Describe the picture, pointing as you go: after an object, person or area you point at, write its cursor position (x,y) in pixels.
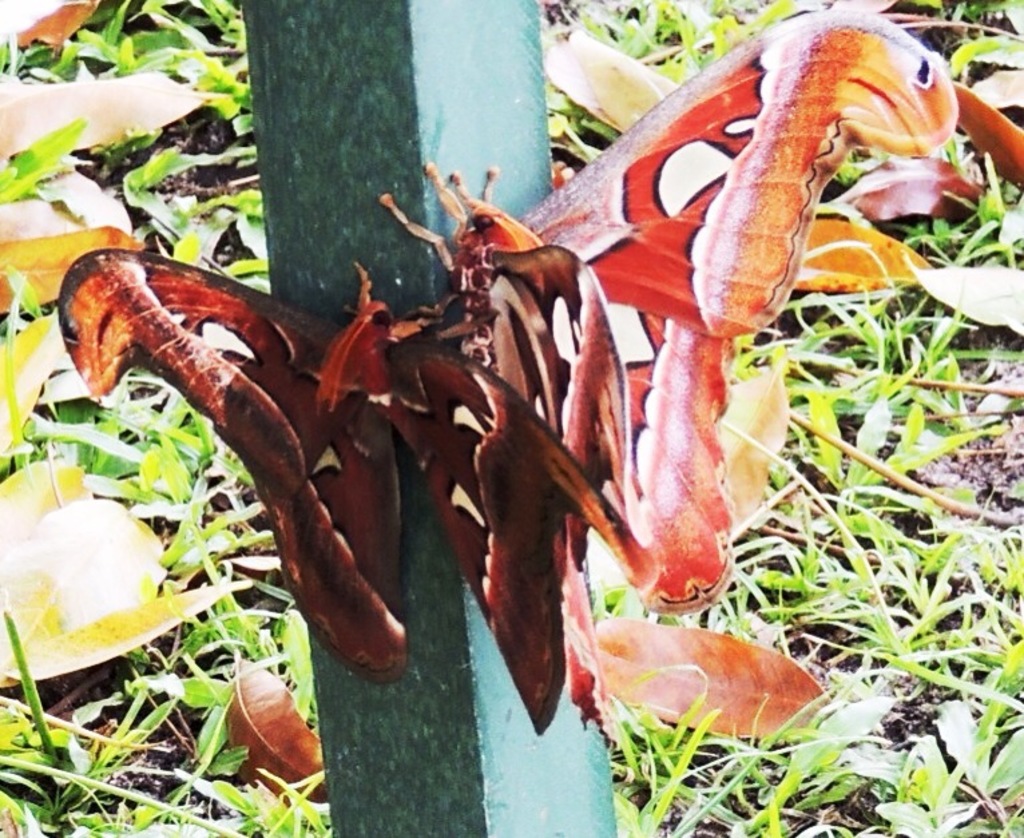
This image is taken outdoors. In the background (830,602) there is a ground (866,680) with grass (828,708) and a few dry leaves (175,613) on it. In the middle of the image (447,418) there is a pole (442,60) and there are two butterflies (506,384) on the pole (414,504).
